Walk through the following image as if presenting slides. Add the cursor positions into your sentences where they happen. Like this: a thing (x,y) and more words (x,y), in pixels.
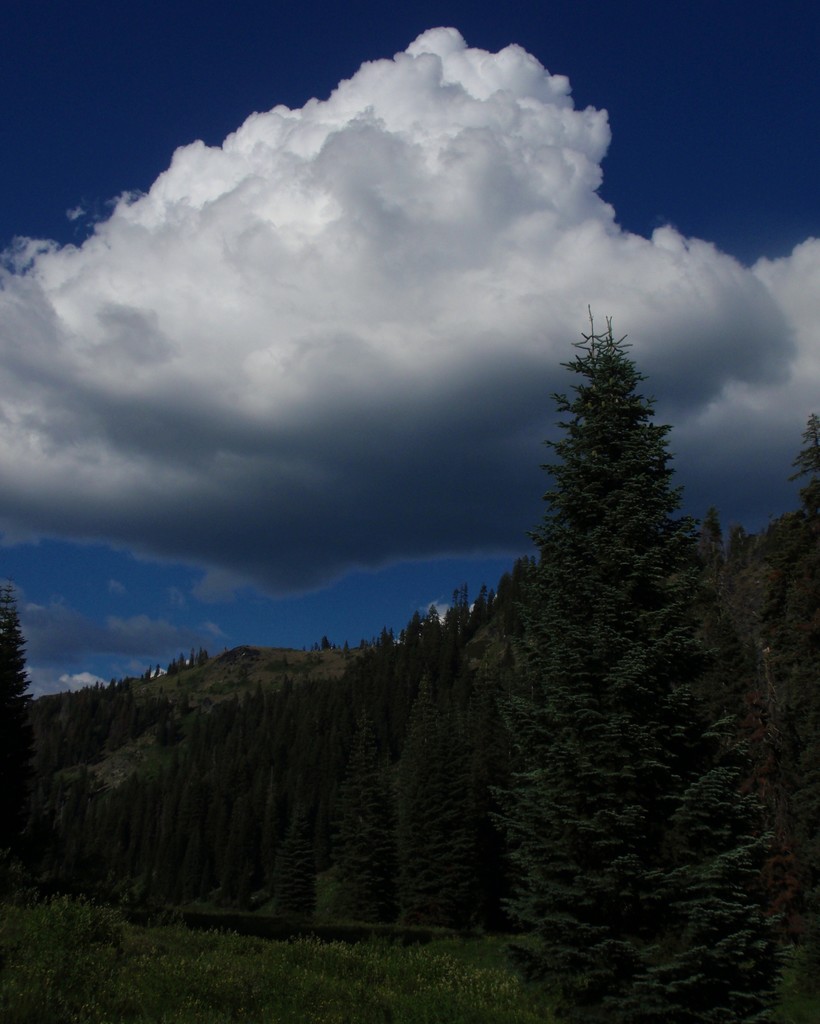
At the bottom of the image (21,688) we can see some trees (9,698) and hill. At the top of the image (793,167) we can see some clouds (337,551) in the sky (55,57).
